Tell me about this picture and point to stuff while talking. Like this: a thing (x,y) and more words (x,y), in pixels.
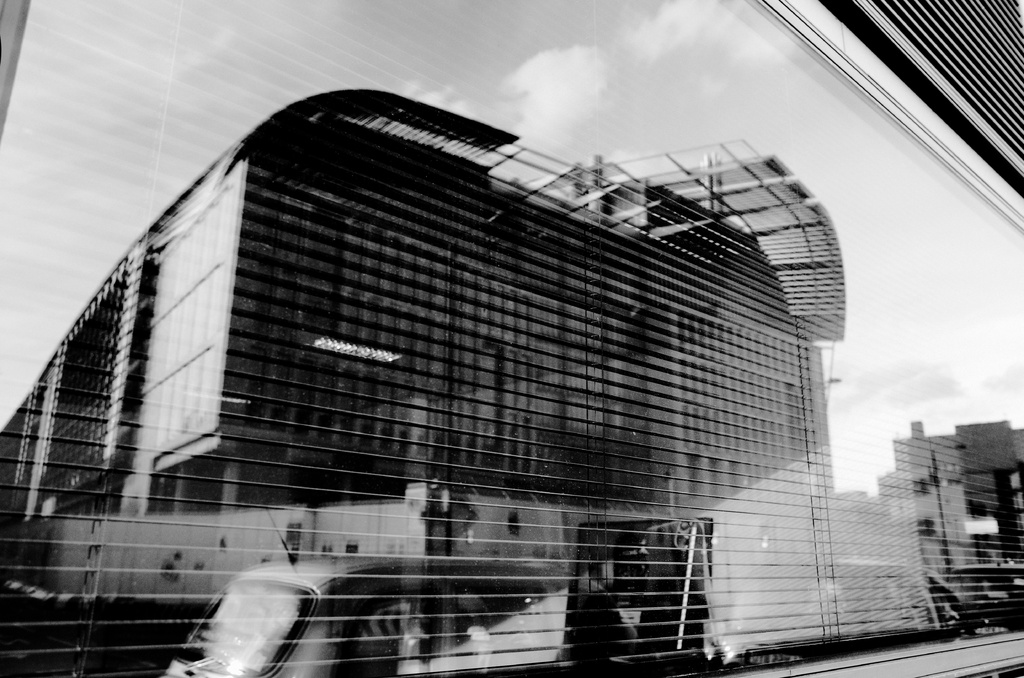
This is a black and white picture. In this picture we can see the buildings (760,310), sky (813,167) and a vehicle (514,647). It seem like the reflection (768,422) on the glass (782,425).
